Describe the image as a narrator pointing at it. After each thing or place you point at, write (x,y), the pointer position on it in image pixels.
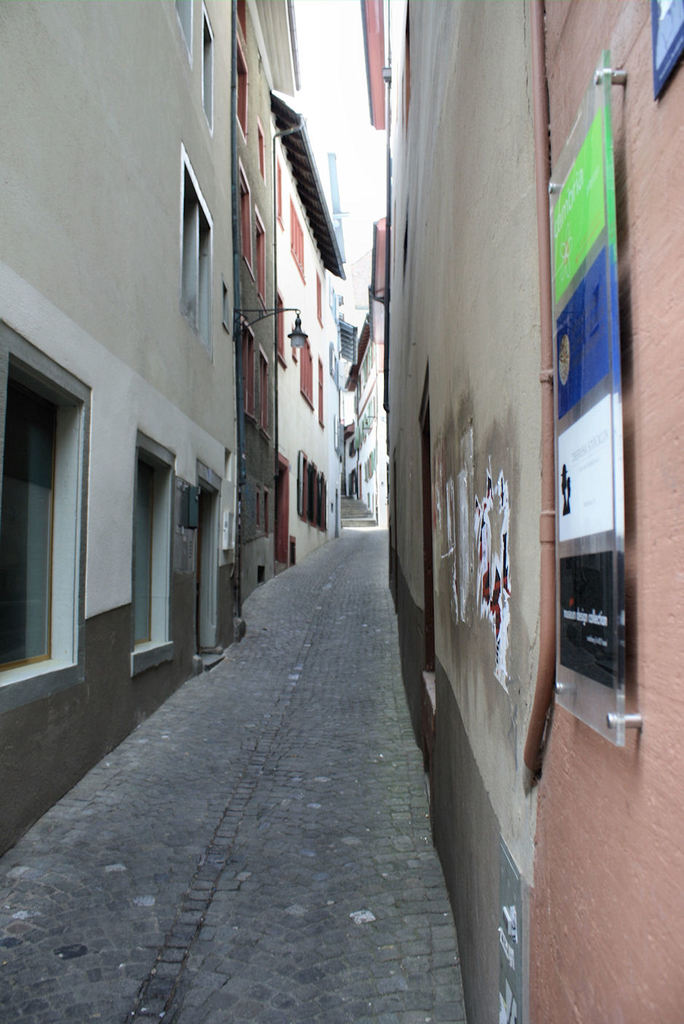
in this picture i can see street (265,827) which is between two buildings (418,523) and towards my right brown color building (486,256), towards my left i can white cream color building (125,171) which is build with four windows (203,60), if you look little straight next to that building (197,49) electrical metal (294,333) which includes with white color lamp (298,319) next to that i can see white color building (315,267) and top of the building (293,164) i can see roof (284,128) which is build.
